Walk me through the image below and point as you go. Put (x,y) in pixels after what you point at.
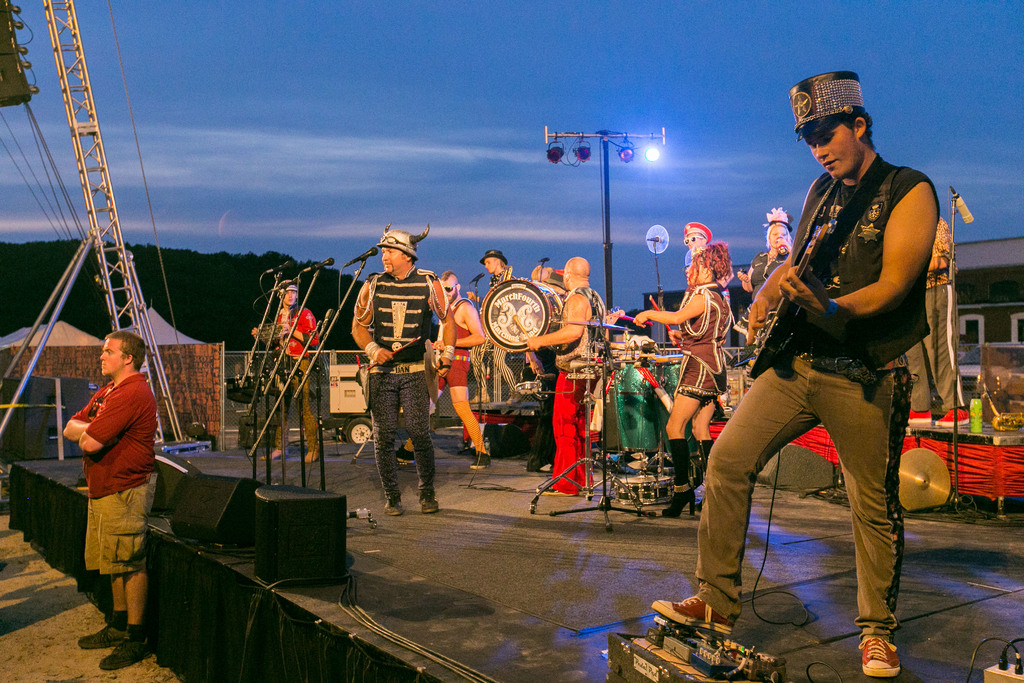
In this image I can see the group of people (507,364) with musical instruments (636,377). In-front of few people (456,391) I can see the mics (318,385), speakers (221,495) and one more person (100,473) standing. In the background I can see the metal rods (91,150), poles (39,351) and the house (975,289). I can also see the trees (221,309), clouds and the sky (514,175).
